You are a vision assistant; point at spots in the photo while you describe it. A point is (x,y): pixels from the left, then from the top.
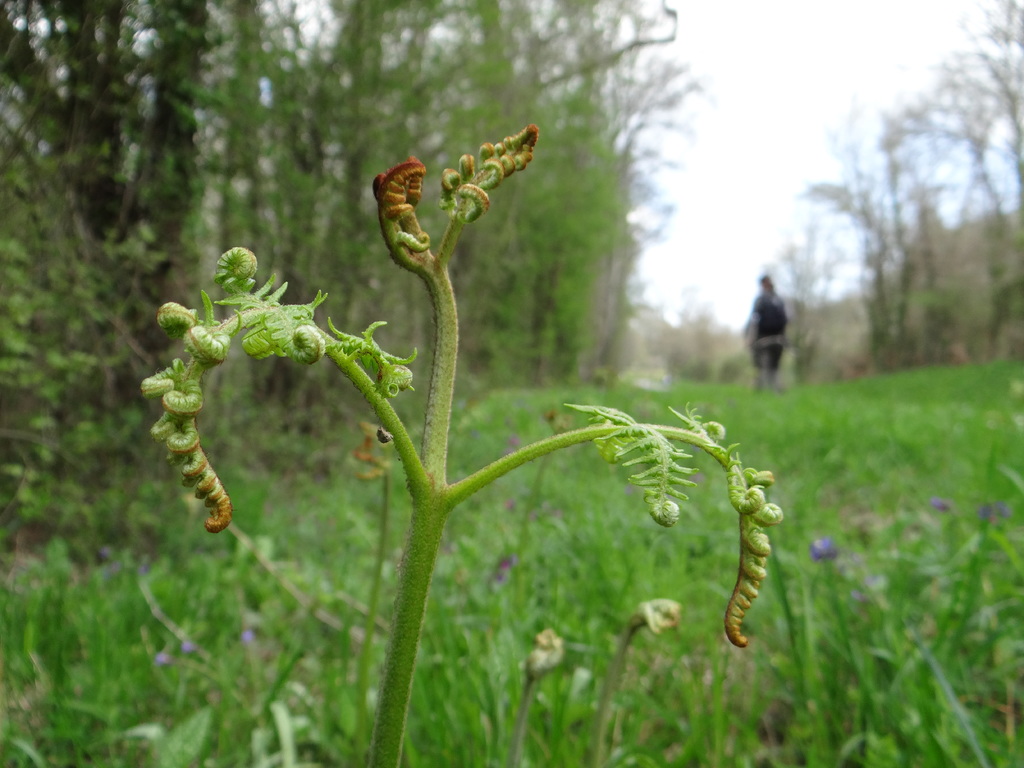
We can see plants (934,544). In the background (295,161) we can see trees (576,164), person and sky (756,116).
